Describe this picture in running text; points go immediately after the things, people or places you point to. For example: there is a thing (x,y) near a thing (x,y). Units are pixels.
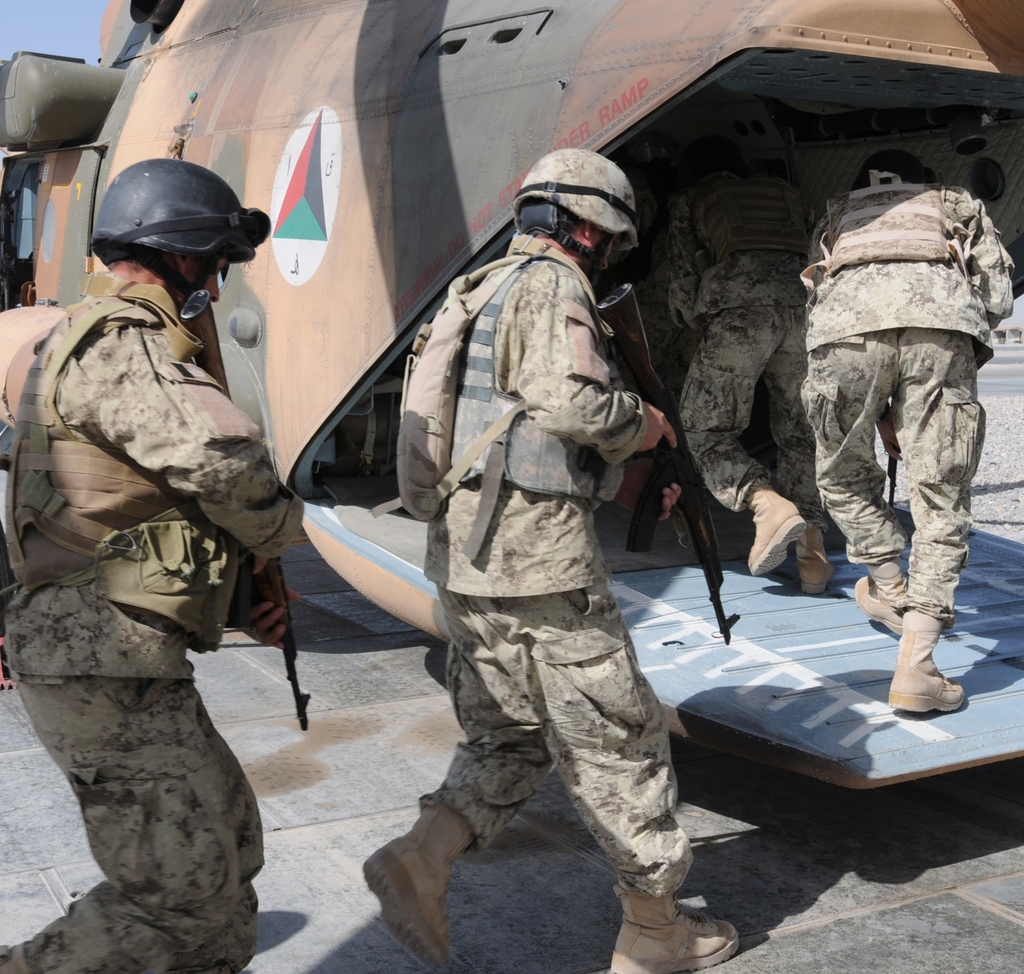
In the center of the image (347,404) we can see one army helicopter (375,64) with some text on it. And we can see a few people (574,478) are running into the helicopter (492,67). And we can see they are in same costumes (787,472) and they are holding guns (242,551). And we can see they are wearing helmets (109,221).
